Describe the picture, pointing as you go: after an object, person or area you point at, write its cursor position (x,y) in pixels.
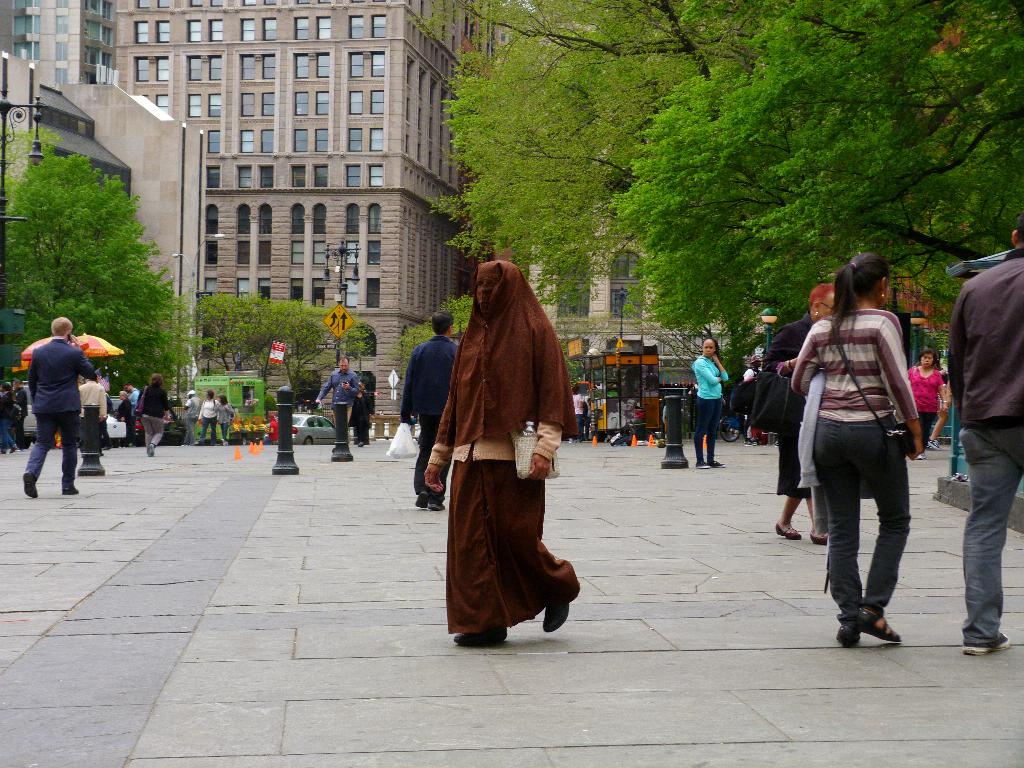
In this image we can see group of persons (1000,472) are standing on the ground (606,466), there are buildings (239,126), there is a window glass (198,71), there are trees (753,66), there is a sign board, there is a pole (340,276), there are cars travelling on the road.
